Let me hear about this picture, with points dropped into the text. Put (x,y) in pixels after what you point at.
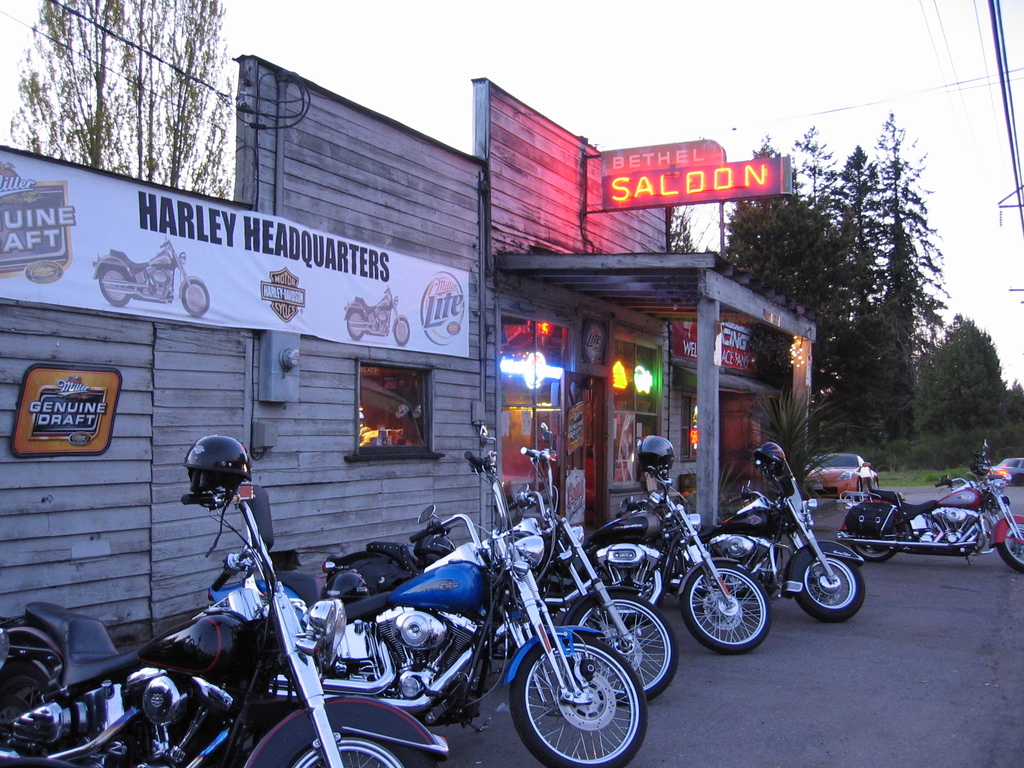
In this image we can see a store (654,377). There is an advertising board (750,168) in the image. There are few posters (737,355) in the image. There are many trees (904,387) and plants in the image. There are few cables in the image. We can see the sky (999,151) in the image.
